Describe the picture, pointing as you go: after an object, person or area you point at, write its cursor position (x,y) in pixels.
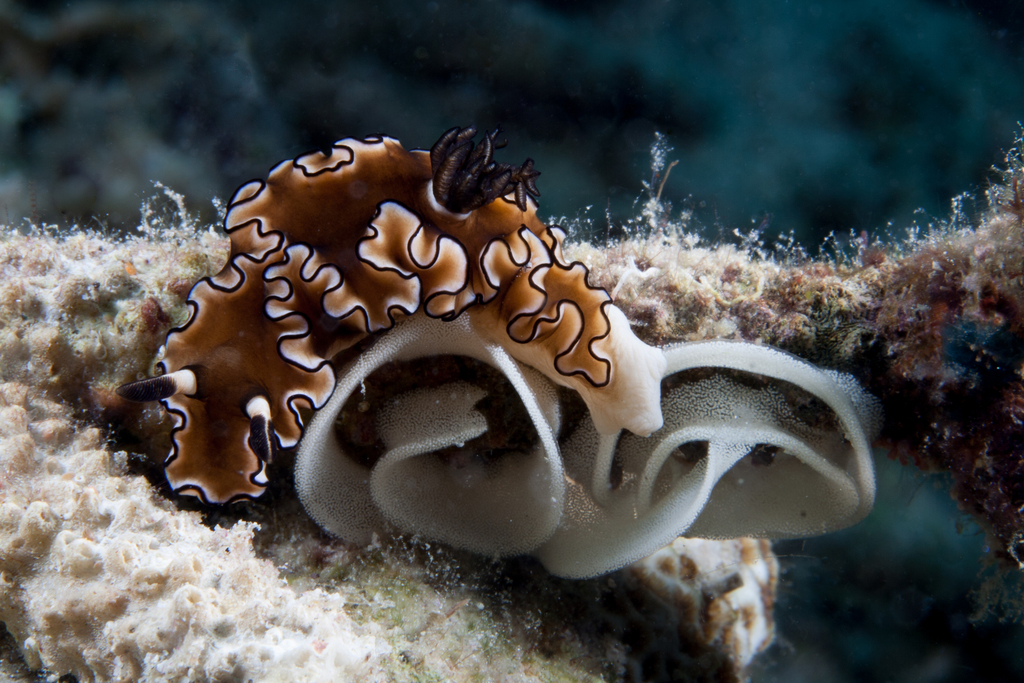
In the center of the image (550,243) there is a marine animal (327,344). This image is taken under the water (135,76).
